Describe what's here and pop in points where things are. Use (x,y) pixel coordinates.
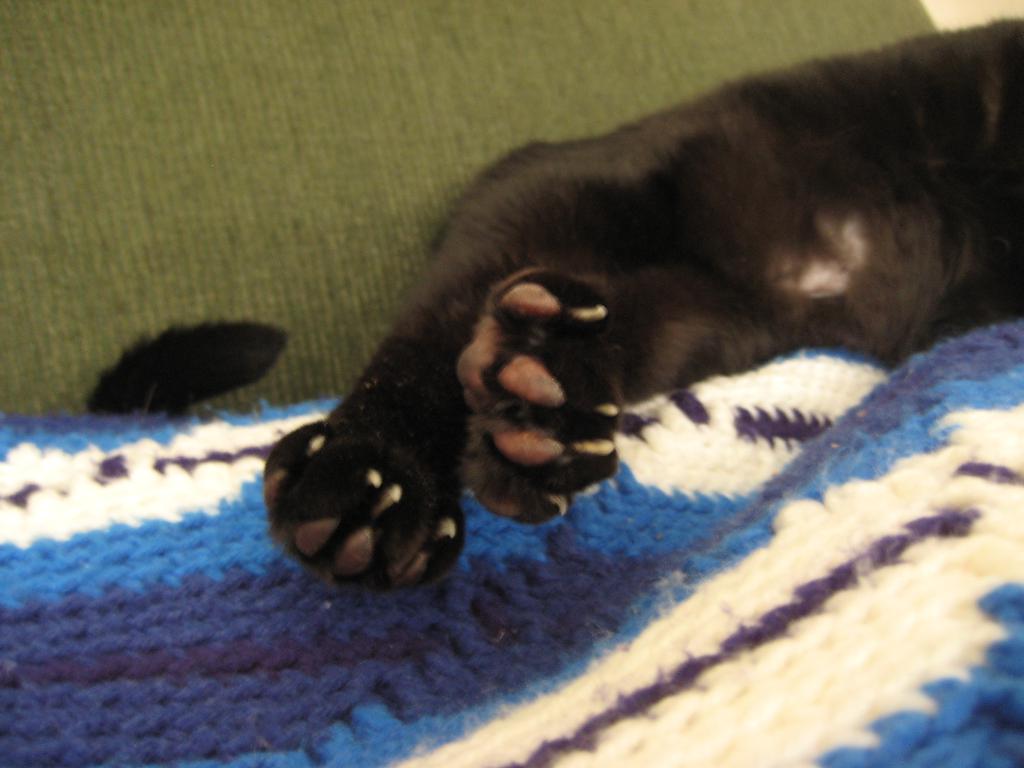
In this image we can see the legs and tail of an animal (415,466) and a wool cloth (453,591).
